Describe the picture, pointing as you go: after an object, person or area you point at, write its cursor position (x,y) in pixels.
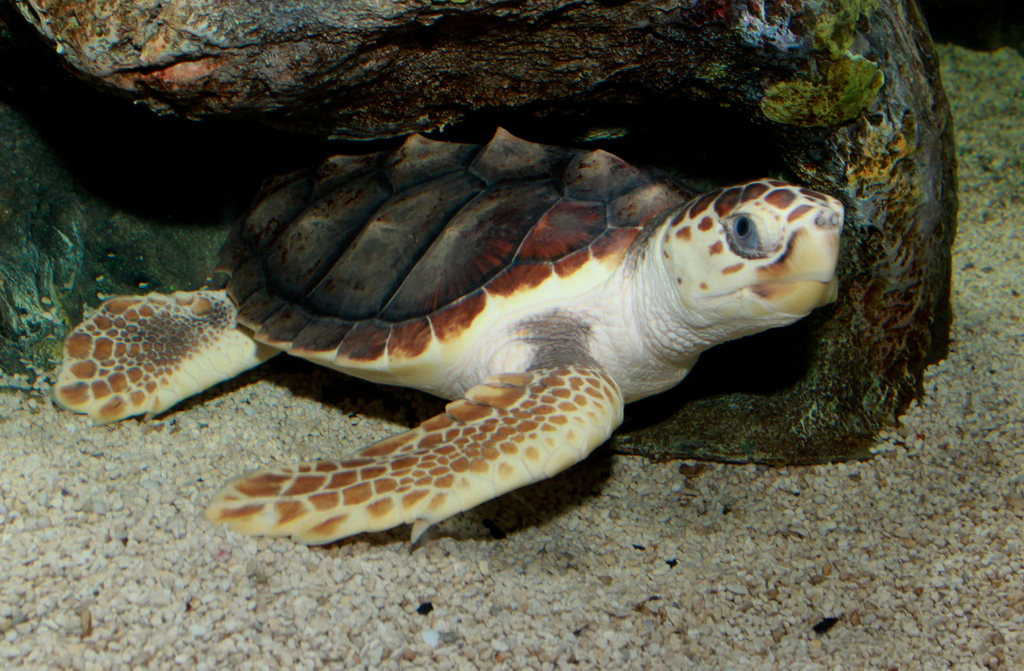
In this image I can see a sea turtle (642,309) under the water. There are stones (755,554) and there is a rock (705,405).
